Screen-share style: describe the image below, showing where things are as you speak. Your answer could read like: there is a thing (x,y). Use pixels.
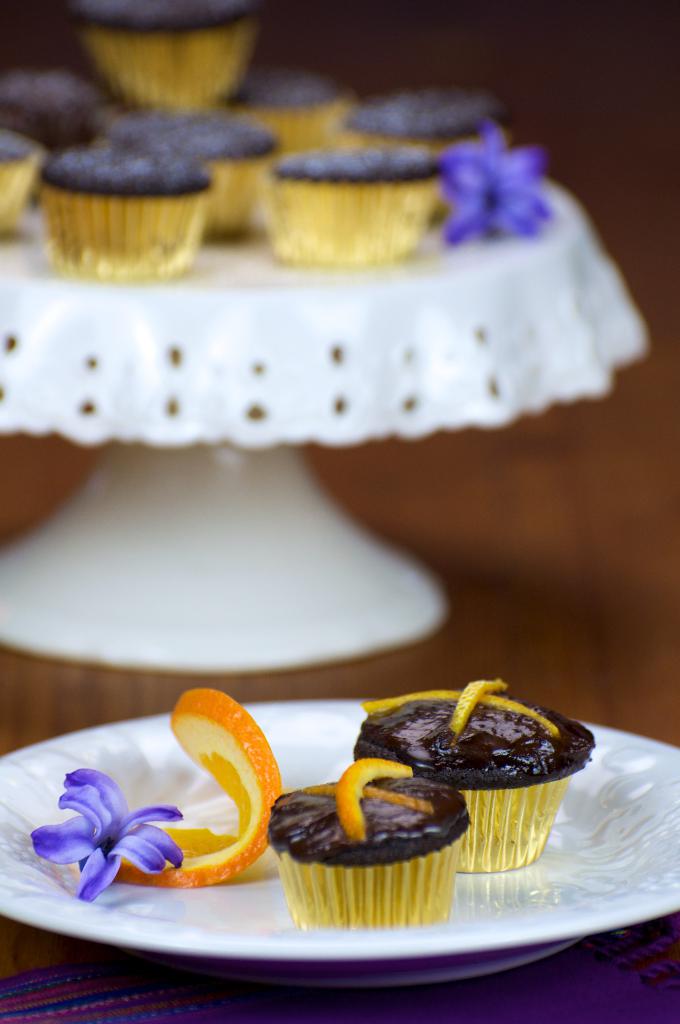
In this picture I can see few muffins (302,169) and a flower (513,216) on the cake stand (319,341) and couple of muffins (358,783) and a flower (170,843) and a orange slice (256,807) in the plate (559,845) on the table (672,571).
